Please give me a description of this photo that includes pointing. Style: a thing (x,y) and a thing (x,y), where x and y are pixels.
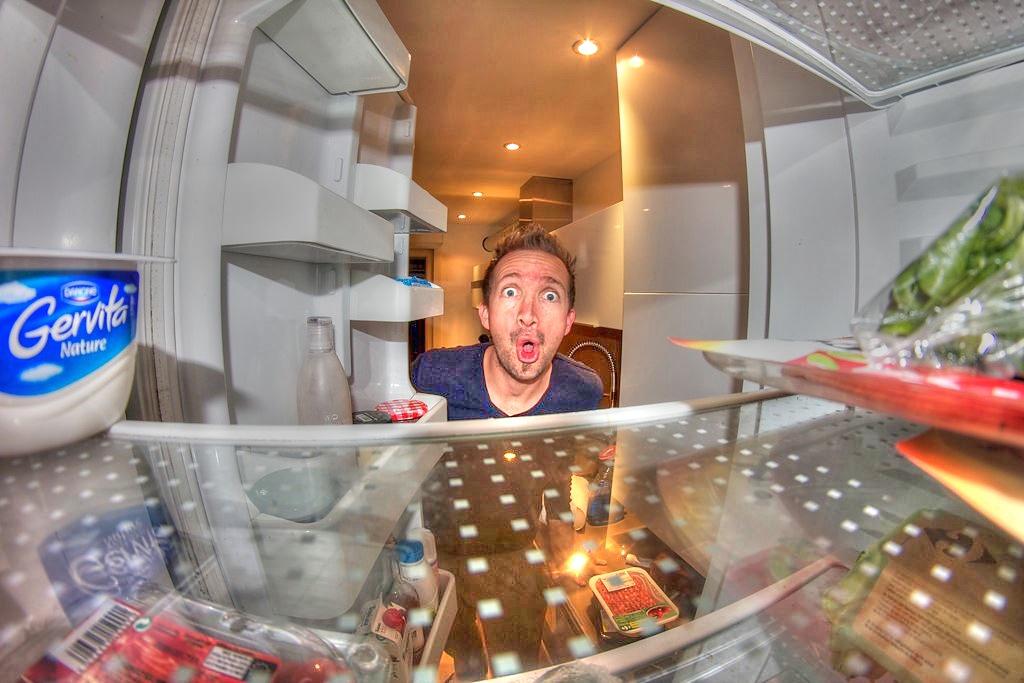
In this image there is an open fridge (473,484), a person (500,321), ceiling lights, bottle (344,382), food packets (44,437) and objects (875,334).
